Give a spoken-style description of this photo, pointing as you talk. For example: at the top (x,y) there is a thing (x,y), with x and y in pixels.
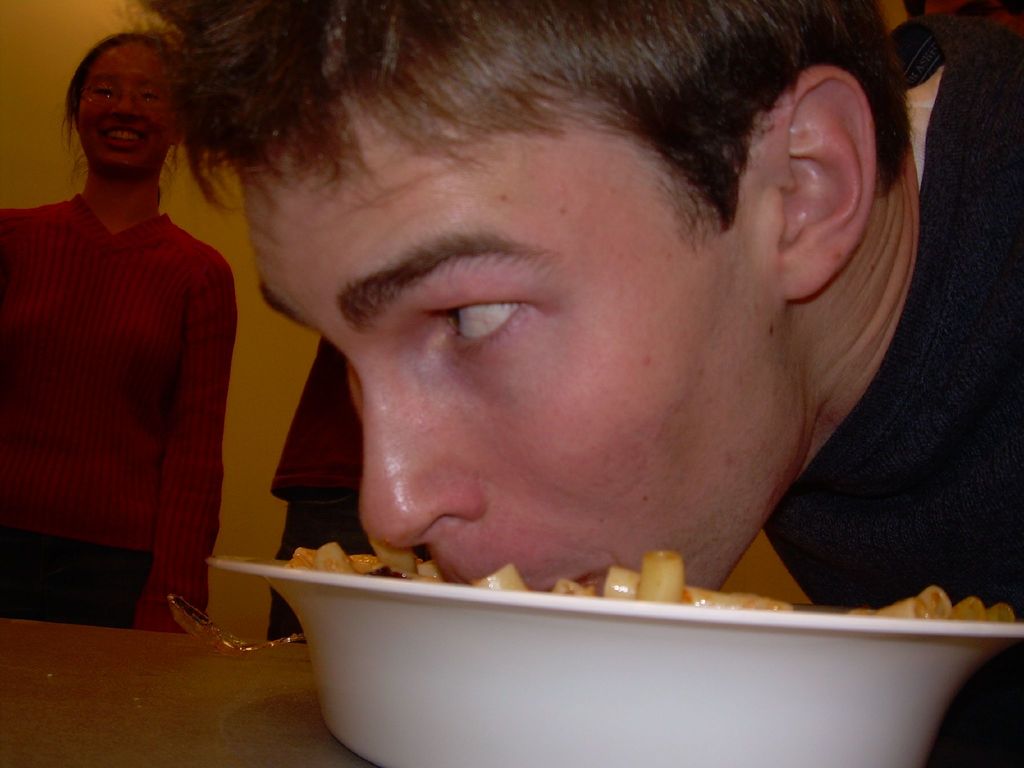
In this image we can see a bowl (924,624) with some food (593,587) and a spoon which are placed on the table (301,697). We can also see the face (529,546) of a person (730,569) beside the bowl (345,661). On the backside (289,462) we can see a man (351,531) and a woman (228,361) standing.
